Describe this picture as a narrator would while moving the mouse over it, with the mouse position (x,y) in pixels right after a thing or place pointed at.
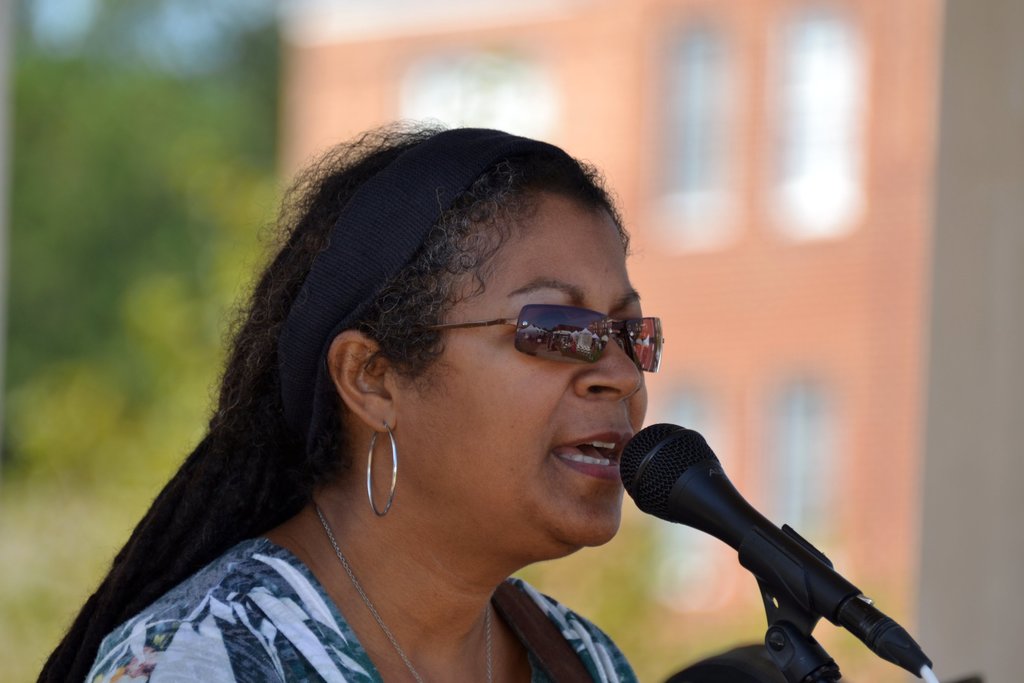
In this picture there is a woman (479,345) wearing spectacles (558,354), she is speaking. On the right (701,479) there is a microphone (777,531). The background (95,133) is blurred. On the left (124,164) there is greenery (225,267).
